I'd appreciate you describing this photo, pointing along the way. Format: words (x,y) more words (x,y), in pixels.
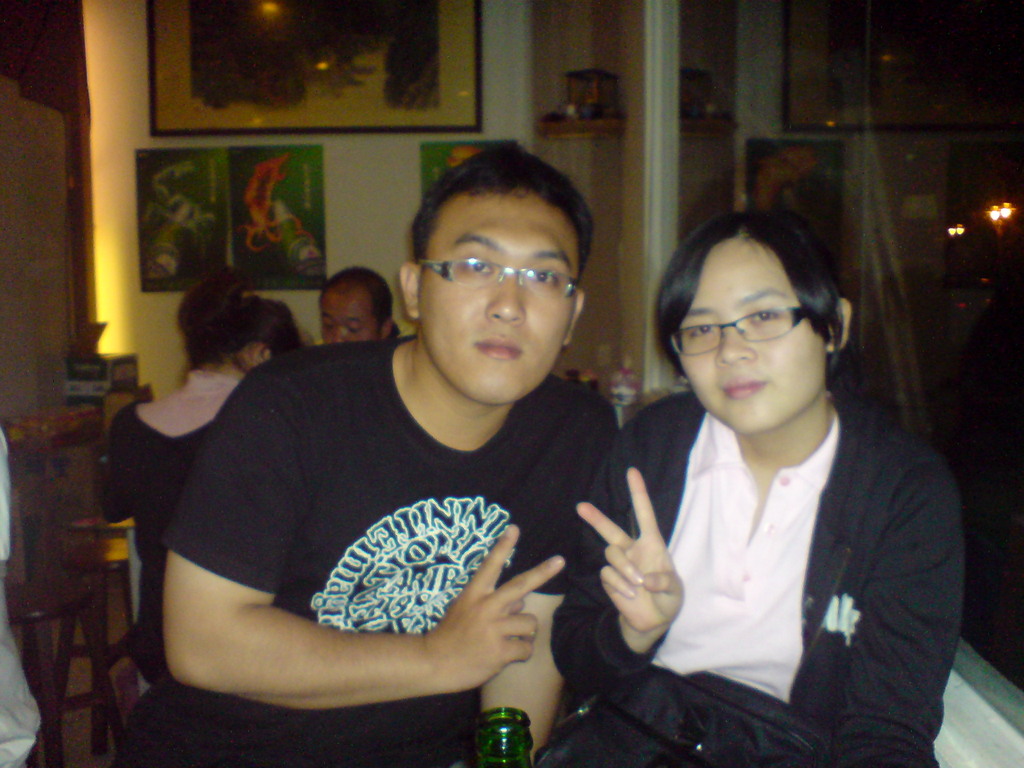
In this image I can see a group of people (369,514) are sitting on the chairs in front of tables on which I can see a bottle (479,766) and some objects (93,358). In the background (172,213) I can see wall paintings (161,224) on a wall (395,205), lights (112,268), glass (884,194) and so on. This image is taken may be in a restaurant (61,476).
